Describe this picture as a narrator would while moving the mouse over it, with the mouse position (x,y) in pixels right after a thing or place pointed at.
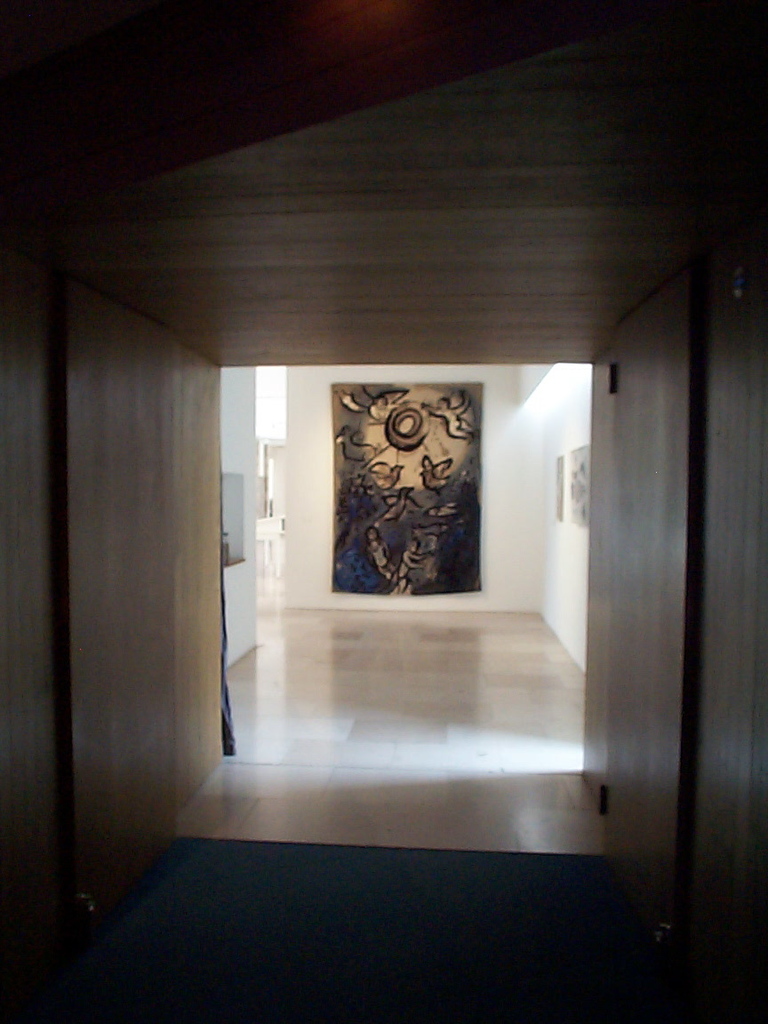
In this image we can see wooden roof (227,338) and walls (623,779), behind it white color walls (566,569) are there and one frame (424,483) is present.
